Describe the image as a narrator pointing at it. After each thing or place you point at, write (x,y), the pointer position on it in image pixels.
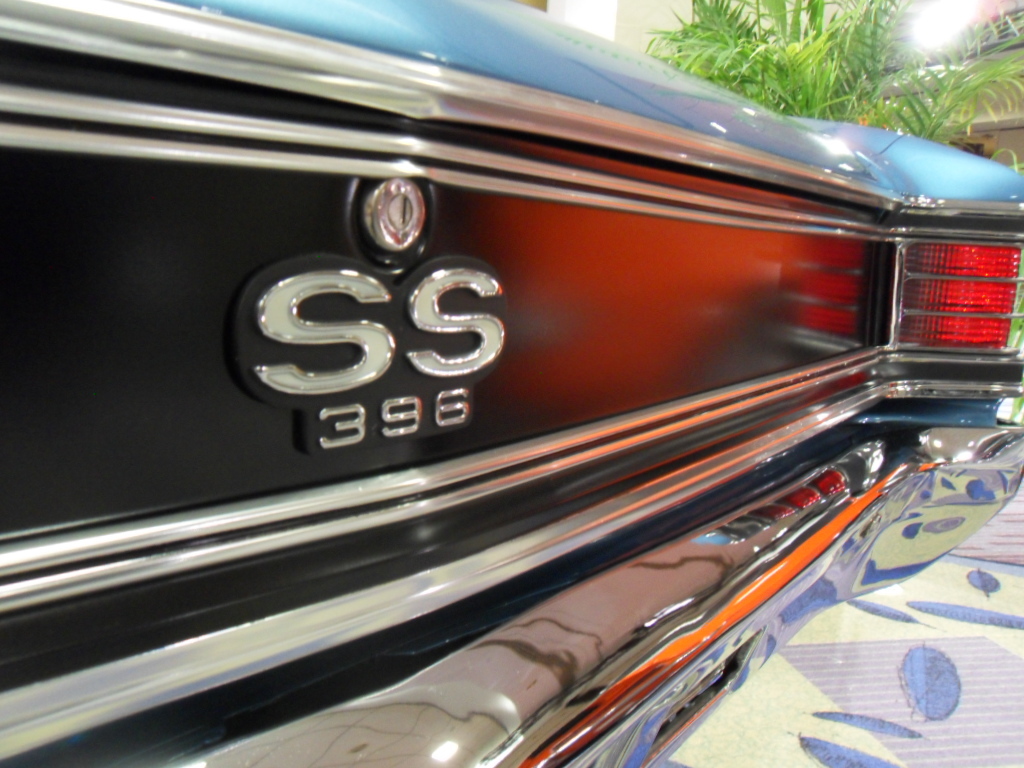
This is the car (377,224) with tail light (940,298). This is the logo (410,371), which is attached to the car (240,334). I think this is a plant (823,73) with leaves (809,103).
